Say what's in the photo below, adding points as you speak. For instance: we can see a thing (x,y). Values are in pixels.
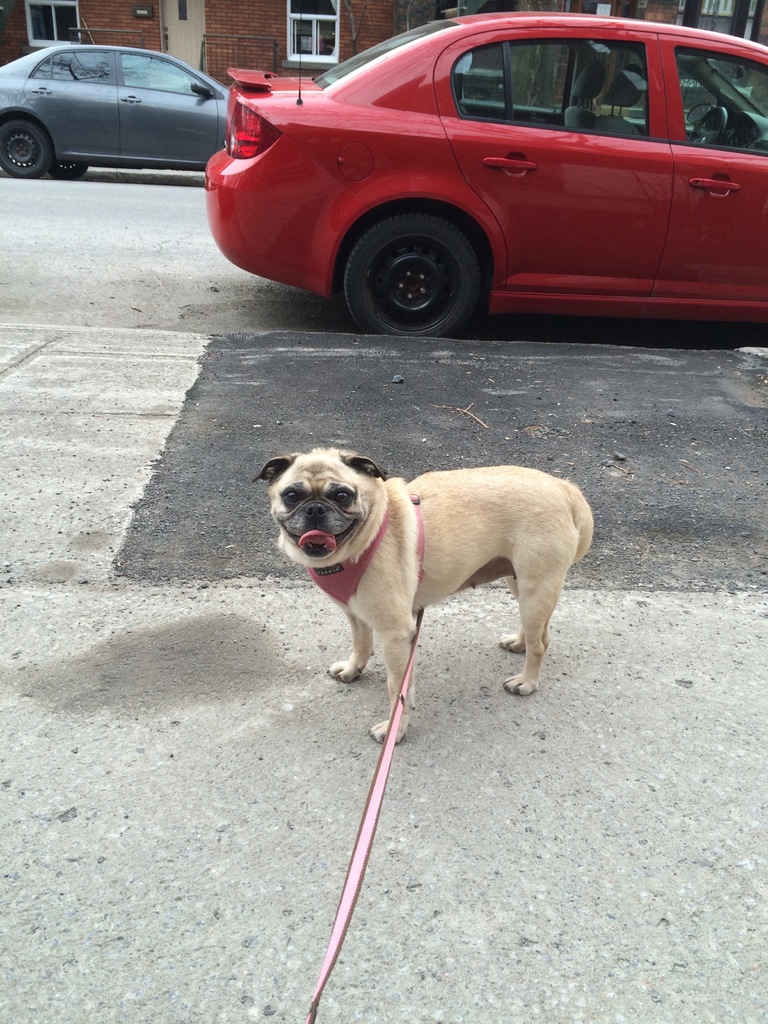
In the foreground of the image (264,828) we can see a road (640,840). In the middle of the image (481,543) we can see a dog (445,514) and a belt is there to a dog (578,524). On the top of the image (433,182) we can see two cars (463,244).
